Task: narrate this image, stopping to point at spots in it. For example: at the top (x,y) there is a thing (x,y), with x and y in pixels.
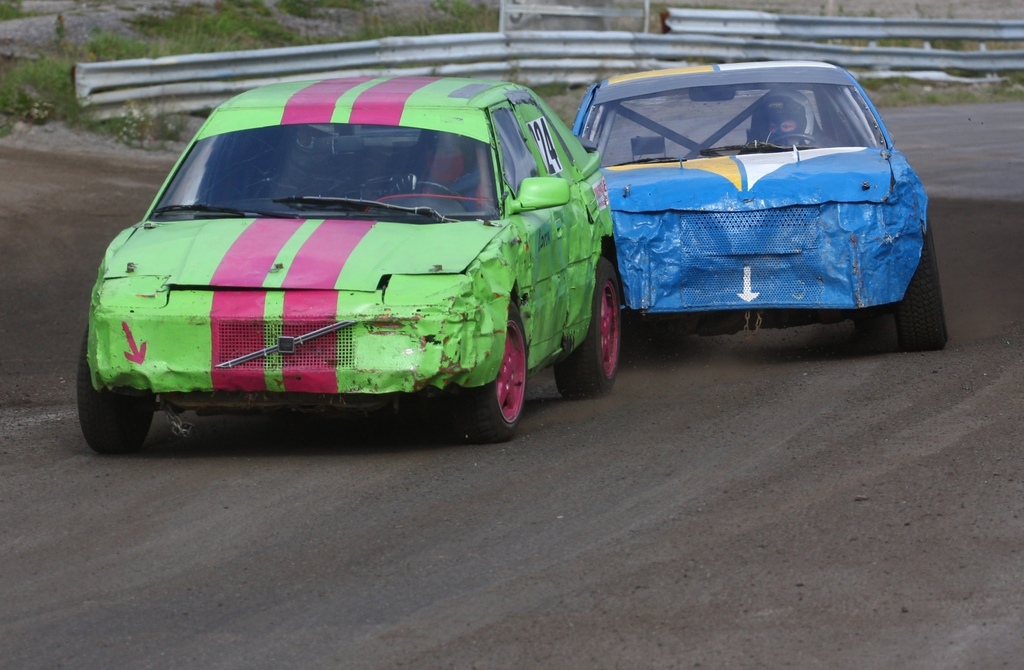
In this image we can see the vehicles (621,174) on the road (700,496). In the background (431,67), we can see a railing (129,62) and grass (155,54).
